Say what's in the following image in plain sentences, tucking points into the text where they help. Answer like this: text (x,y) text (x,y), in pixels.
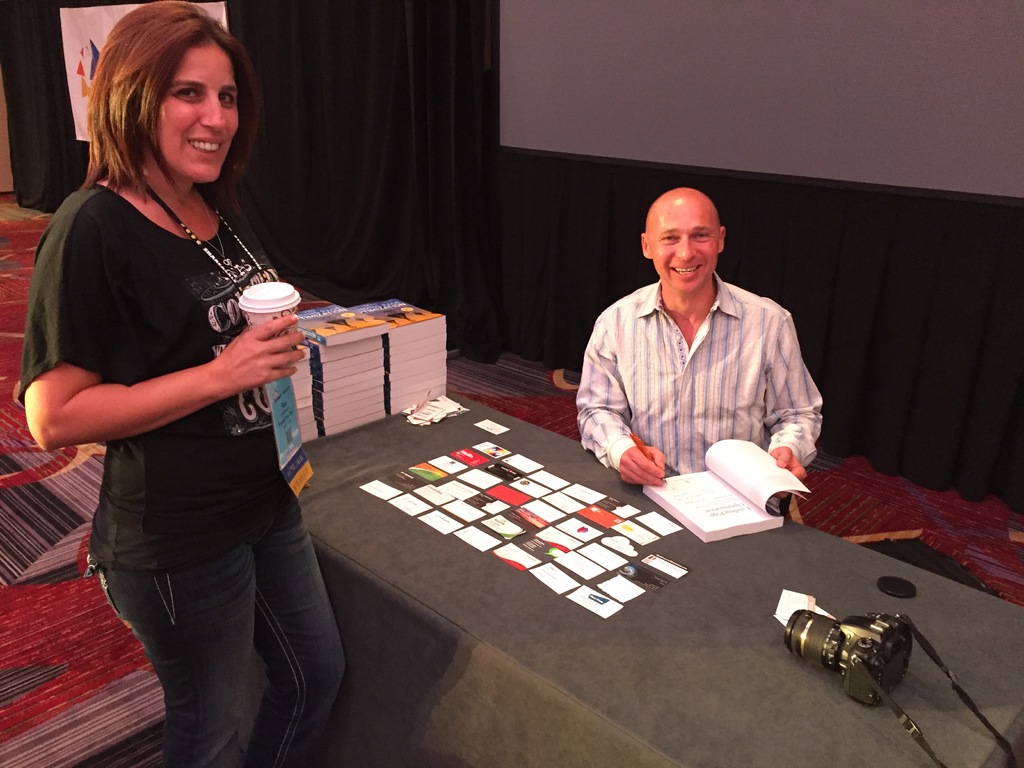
As we can see in the image there is a curtain (420,127), two people (110,367) over here and there is a table (753,546). On table (587,666) there is a book (706,521), papers (609,550) and a camera (842,636).
